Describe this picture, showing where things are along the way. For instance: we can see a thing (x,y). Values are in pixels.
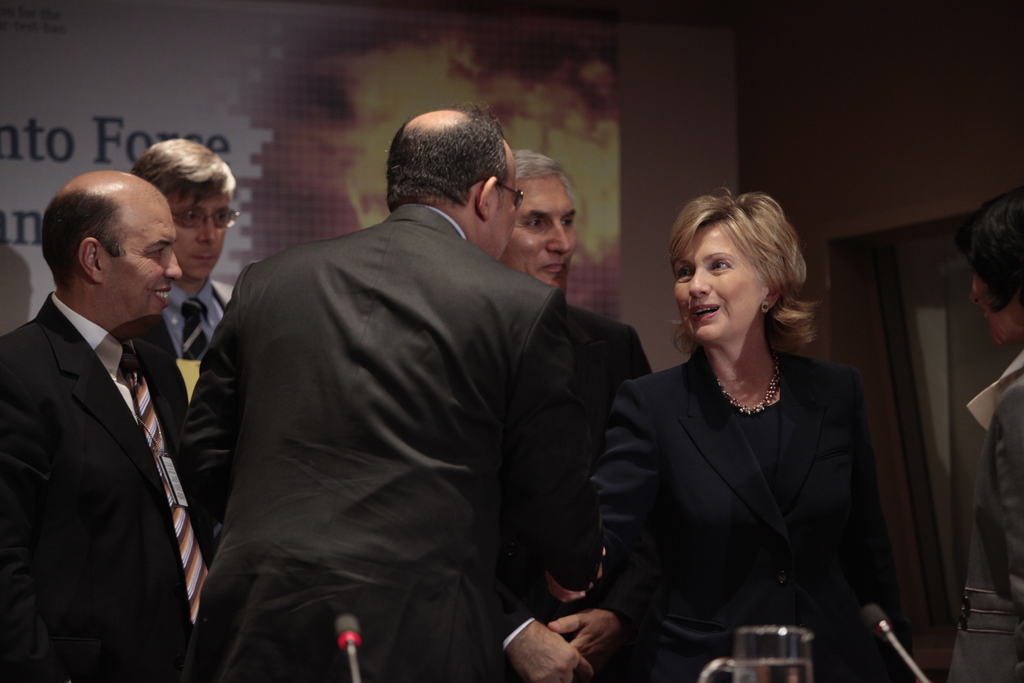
In the picture there are a group of people (547,327) and among them two people (524,394) were greeting each other. In the background (328,36) there is a banner (449,100), beside the banner (393,93) there is a wall (972,150).
